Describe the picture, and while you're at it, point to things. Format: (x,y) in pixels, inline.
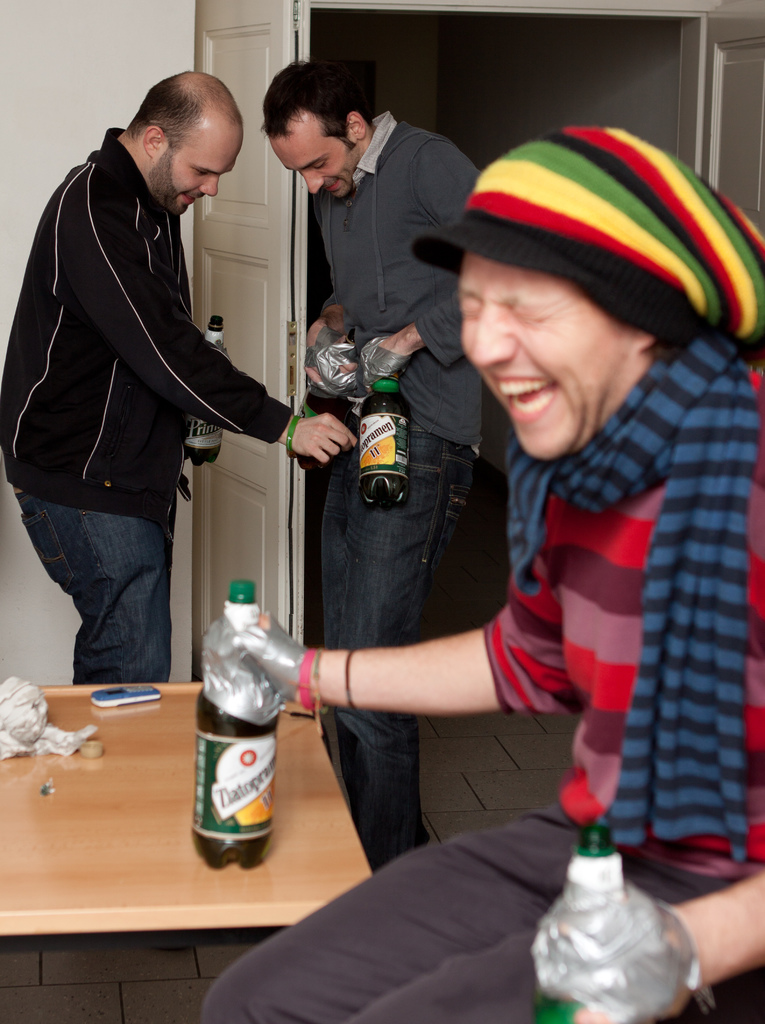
In this picture two persons (111,408) are standing and they are holding a bottles (214,426) And One person (737,959) is sitting on the chair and he is also holding a bottles (235,750) in between them there is a table (170,902) on the table (116,718) we have phone (146,689) and tissues (60,737).
